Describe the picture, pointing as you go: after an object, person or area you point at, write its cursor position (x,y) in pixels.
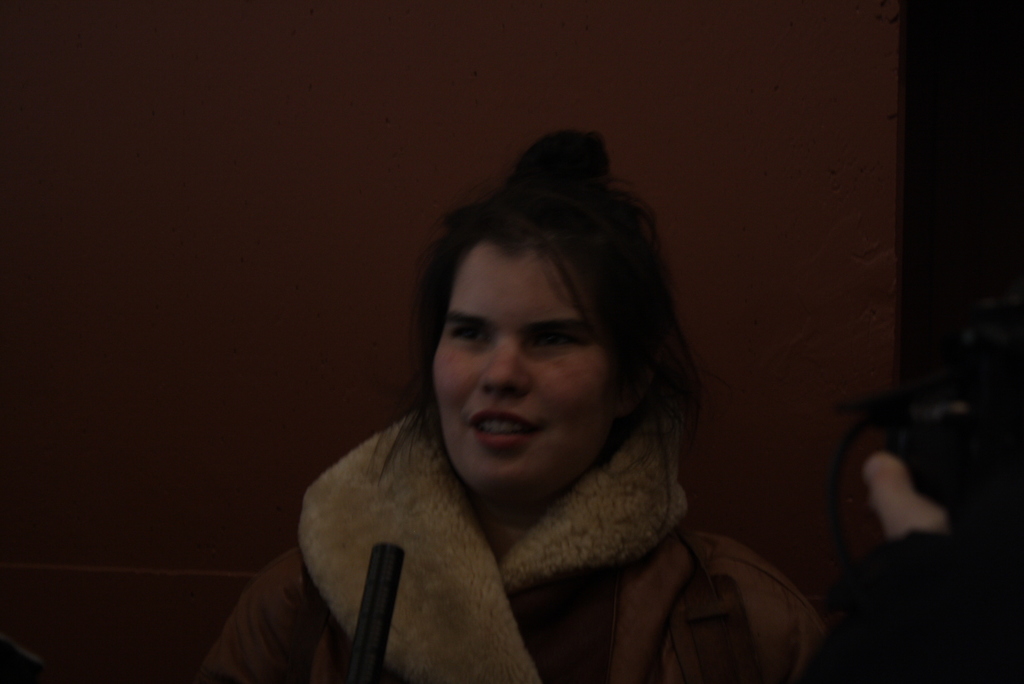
As we can see in the image there is a wall (650,39) and a woman (547,379) standing in the front (499,408).
